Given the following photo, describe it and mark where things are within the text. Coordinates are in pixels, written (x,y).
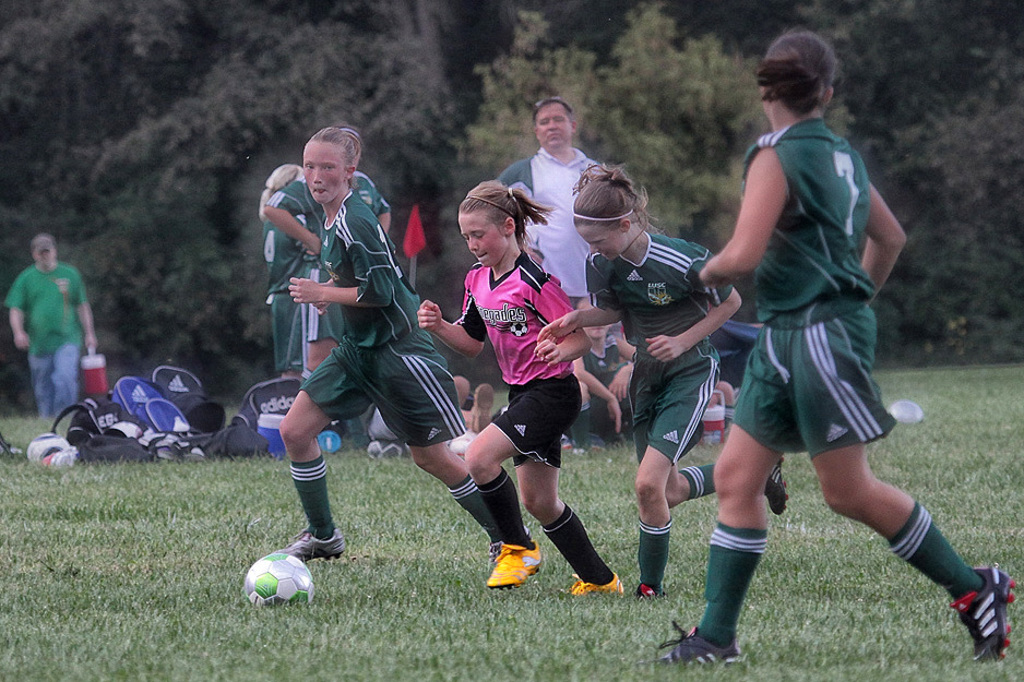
There are few people (560,400) running and few people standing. These are the bags (128,436), which are placed on the grass (187,469). This looks like a football (264,574). In the background (250,96), I can see the trees (895,50).
